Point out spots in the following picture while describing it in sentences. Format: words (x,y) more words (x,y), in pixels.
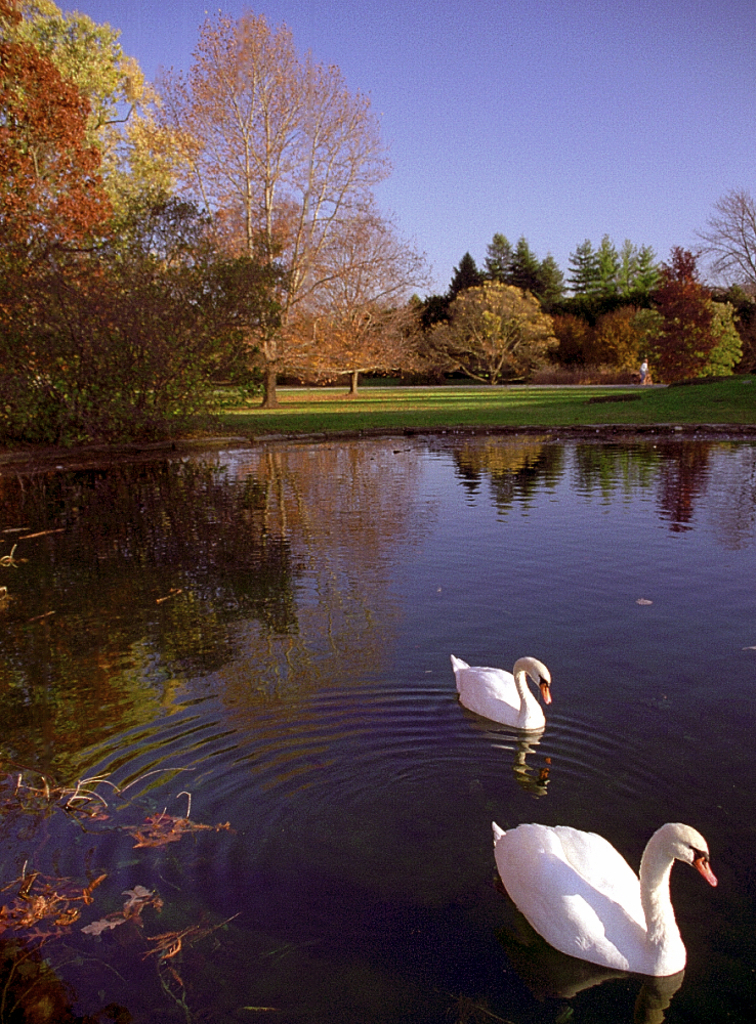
In this image I can see two swans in the water (363,626). In the background (322,334) I can see grass (747,413), trees (119,332) and the sky (399,23). This image is taken during a sunny day may be near the lake (288,492).
